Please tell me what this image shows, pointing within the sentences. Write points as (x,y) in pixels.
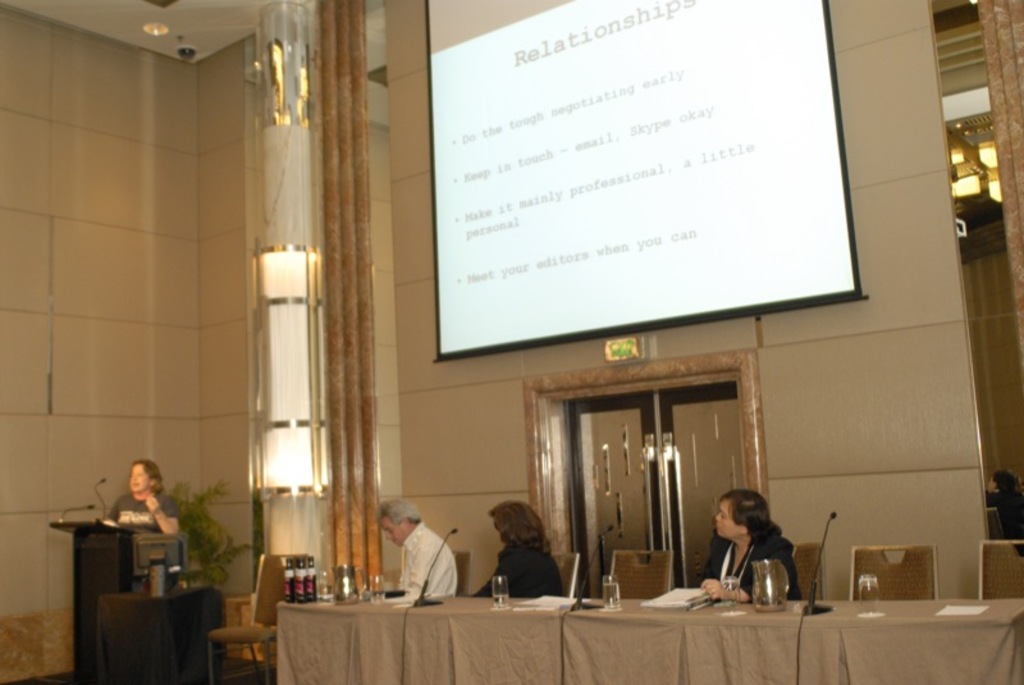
In this image there is a person (129,511) standing on the dais (98,527) and speaking in front of the mic (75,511), beside the person (150,516) there are a few people (507,553) seated on chairs (654,584), in front of them on the table (444,606) there are papers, mic's (429,604) and glasses of water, behind them on the wall (583,346) there is a big screen (552,235).
